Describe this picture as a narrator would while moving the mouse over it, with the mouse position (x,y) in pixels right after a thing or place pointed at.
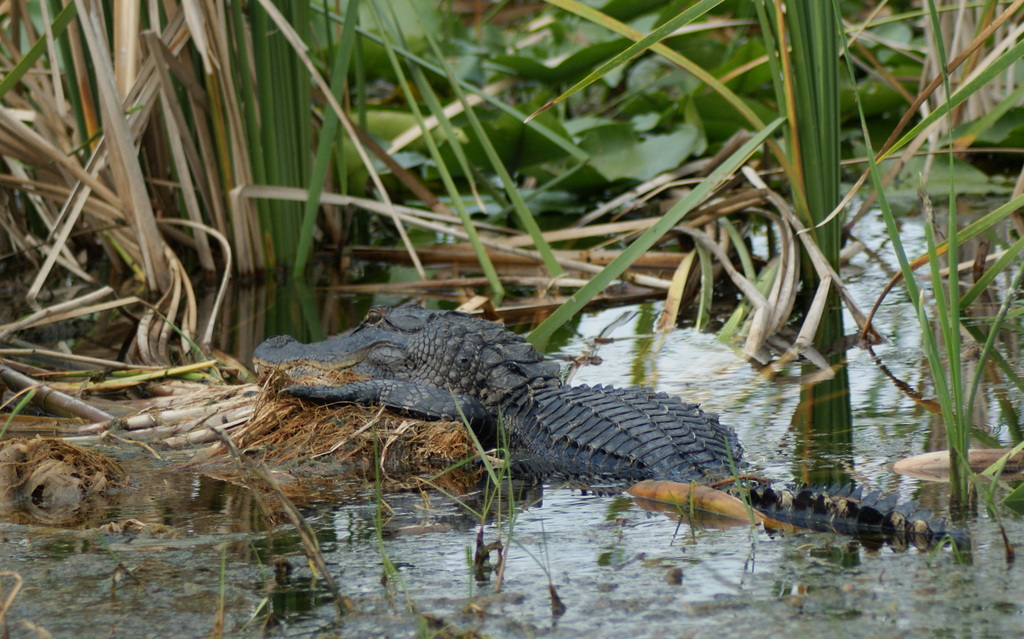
In this picture we can see a alligator (452,373). In front of the alligator (409,350) there are reeds (297,87) and water (323,305).
